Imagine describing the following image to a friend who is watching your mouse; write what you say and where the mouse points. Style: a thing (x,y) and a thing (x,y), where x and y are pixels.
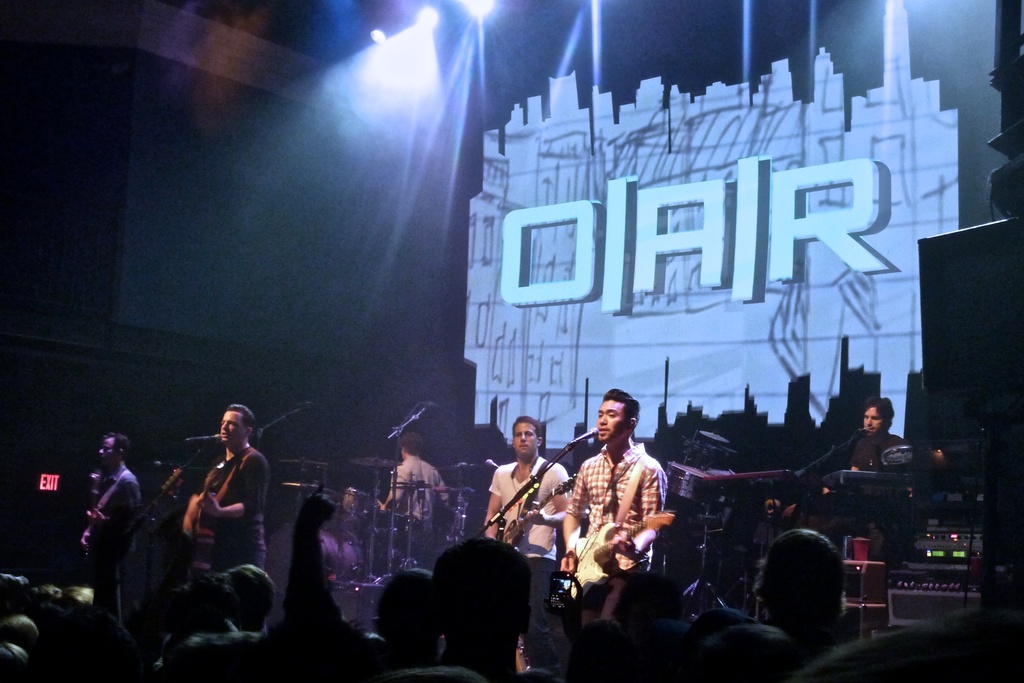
In this picture we can see some people (224,465) on stage (402,494) playing musical instruments (848,477) such as guitar (606,526), drums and singing on mics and in front of them crowd (455,591) of people (103,614) looking at them and in background (425,20) we can see light (439,99), banner (598,252).
